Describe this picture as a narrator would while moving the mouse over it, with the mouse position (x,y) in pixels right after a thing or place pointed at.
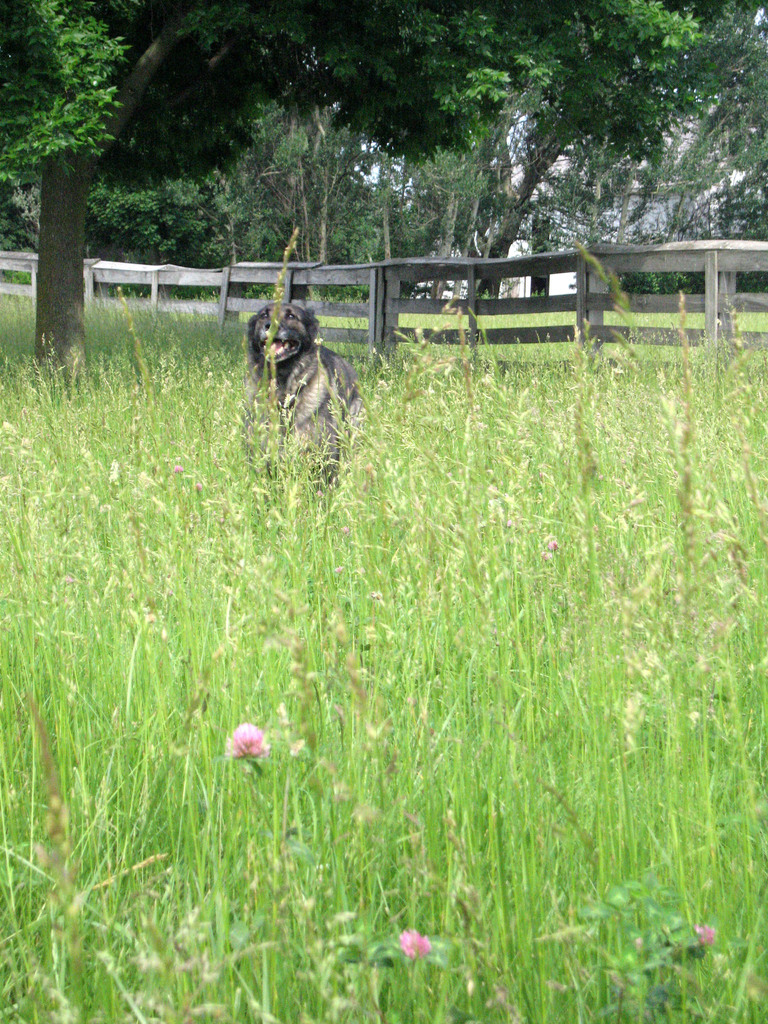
In this image on the ground (284,718) there are plants (305,517). Here there is a dog (312,347). This is wooden fence (655,267). In the background (370,192) there are trees (331,143).
